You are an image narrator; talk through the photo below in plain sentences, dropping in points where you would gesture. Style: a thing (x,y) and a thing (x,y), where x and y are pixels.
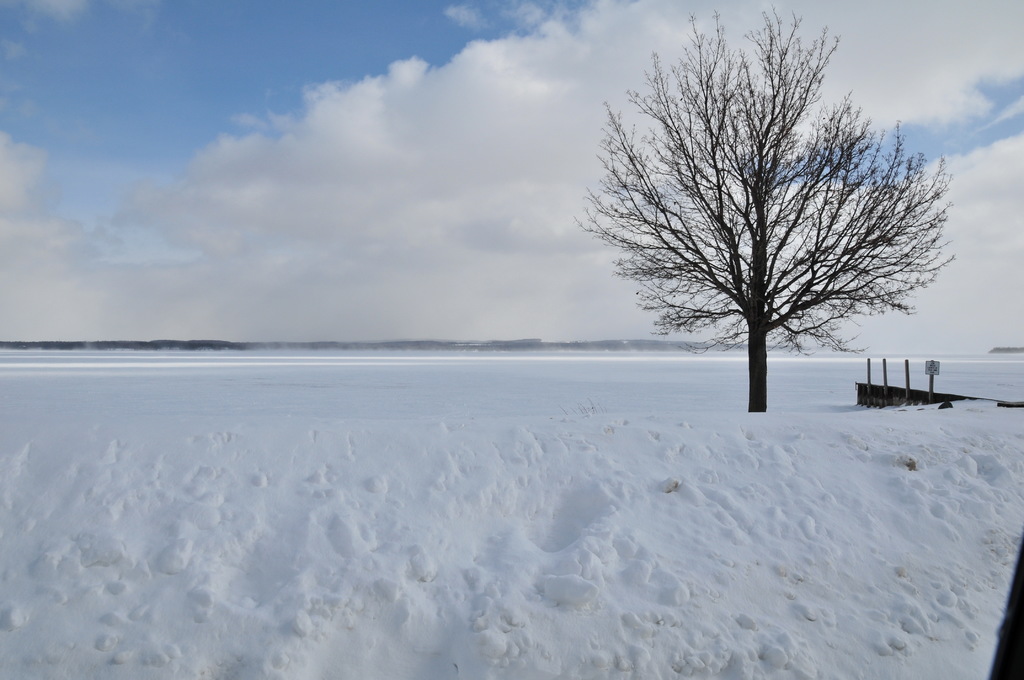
In this picture we can see clear blue sky (188,82) with clouds (426,201). This is filled with a snow (603,446), complete snow (717,484). Here we can see a bare tree (762,359). On the right side of the picture (936,400) we can see a partition (910,395) and there is a board (938,368) attached to it.
